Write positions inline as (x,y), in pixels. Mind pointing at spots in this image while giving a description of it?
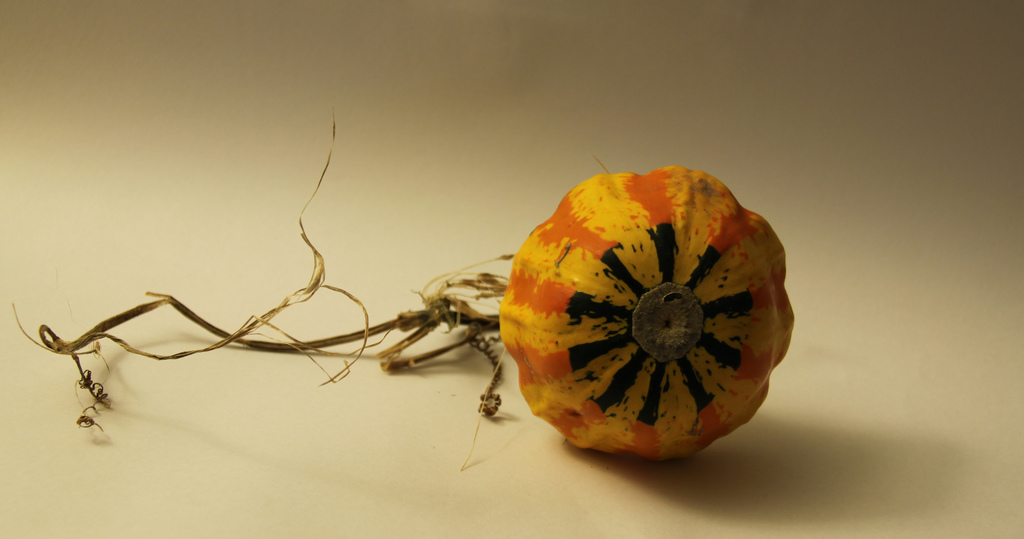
In this image we can see a pumpkin (649,303) on the surface (366,436).
